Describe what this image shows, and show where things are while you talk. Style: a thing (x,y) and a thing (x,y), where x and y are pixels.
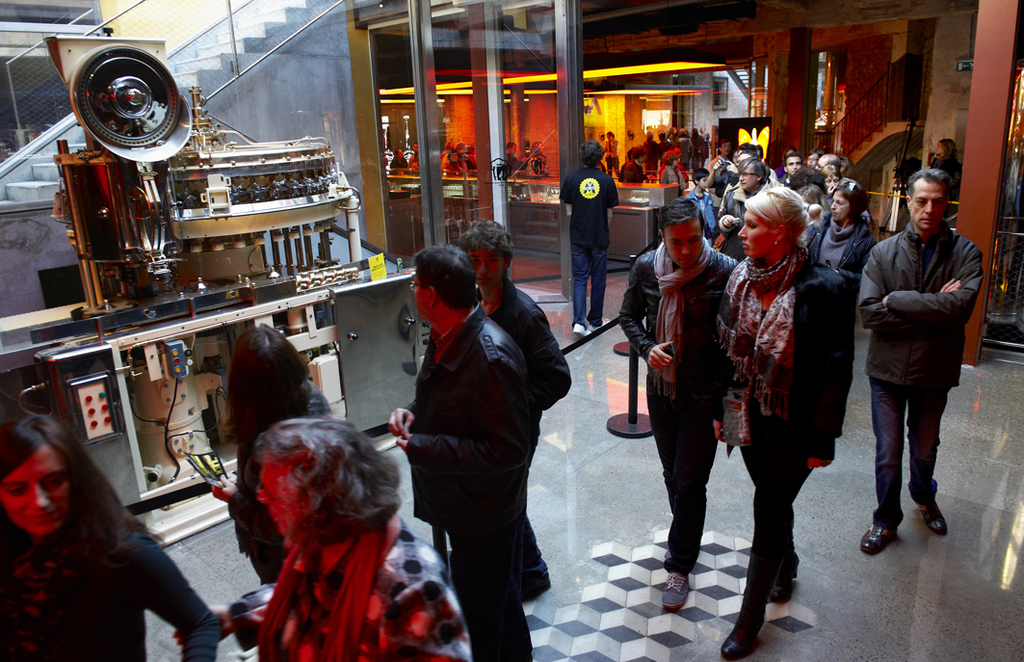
In this image I can see the group of people (505,429) with different color dresses (424,595). To the left (133,468) I can see the fencing rope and machine (186,209). I can also see the railing (183,53) and stairs (245,29) to the left (207,28). In the background (741,140) I can see few more people (704,131) and the board (756,138).
